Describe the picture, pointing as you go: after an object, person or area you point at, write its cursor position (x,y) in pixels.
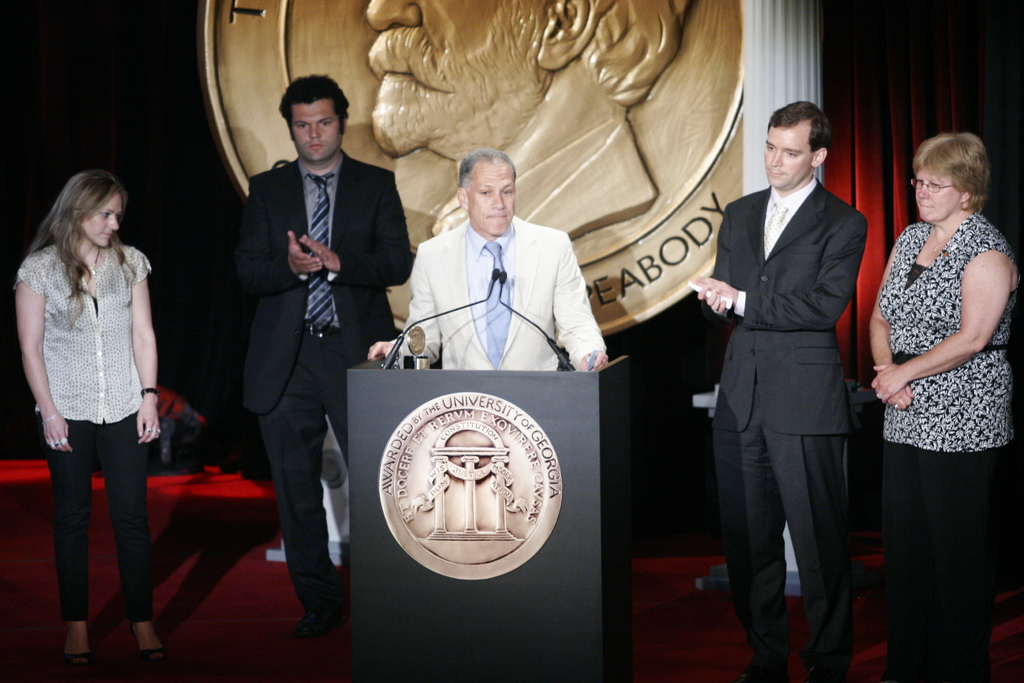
This image consists of five persons (791,484). In the front (498,405), the man (530,331) wearing a white suit (456,352) is standing near the podium (451,506). On the left (30,309) and right, there are women (976,444). Beside the podium (457,401), there are two men (332,337) wearing black suits (757,410) are standing. In the background (642,102), there is a metal badge (572,146). At the bottom (212,626), the mat (231,634) is in red color.
